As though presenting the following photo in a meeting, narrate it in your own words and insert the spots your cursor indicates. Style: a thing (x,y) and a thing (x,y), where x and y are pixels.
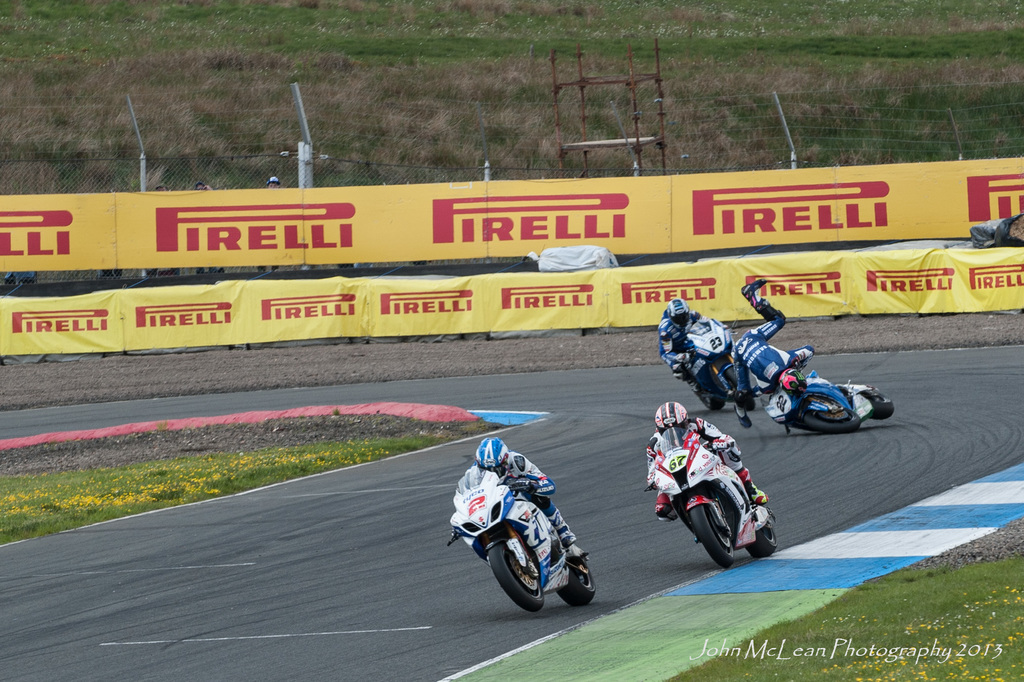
In this image I can see group of people (529,468) riding bikes (494,493). In the background (498,282) I can see few boards (543,234) in yellow color and I can also see the grass (428,37) in green color.
